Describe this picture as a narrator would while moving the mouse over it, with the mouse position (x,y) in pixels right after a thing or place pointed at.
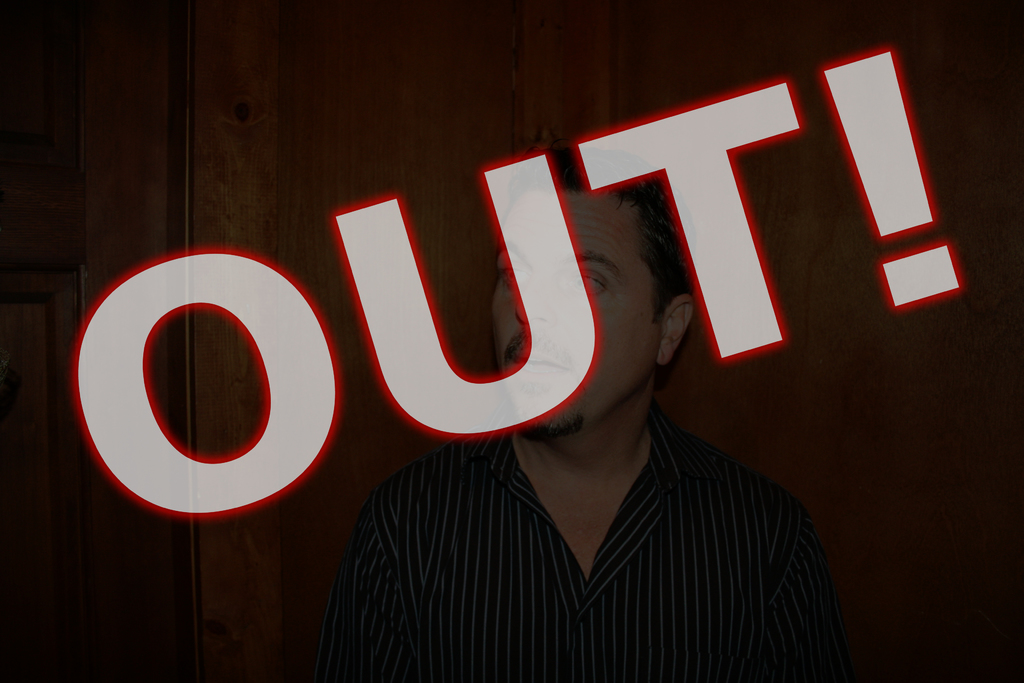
In the center of the image (621,356) a man (618,323) and some text (524,242) are there. In the background of the image (399,98) wall (739,396) is there. On the left side of the image (134,649) door (70,507) is there.
